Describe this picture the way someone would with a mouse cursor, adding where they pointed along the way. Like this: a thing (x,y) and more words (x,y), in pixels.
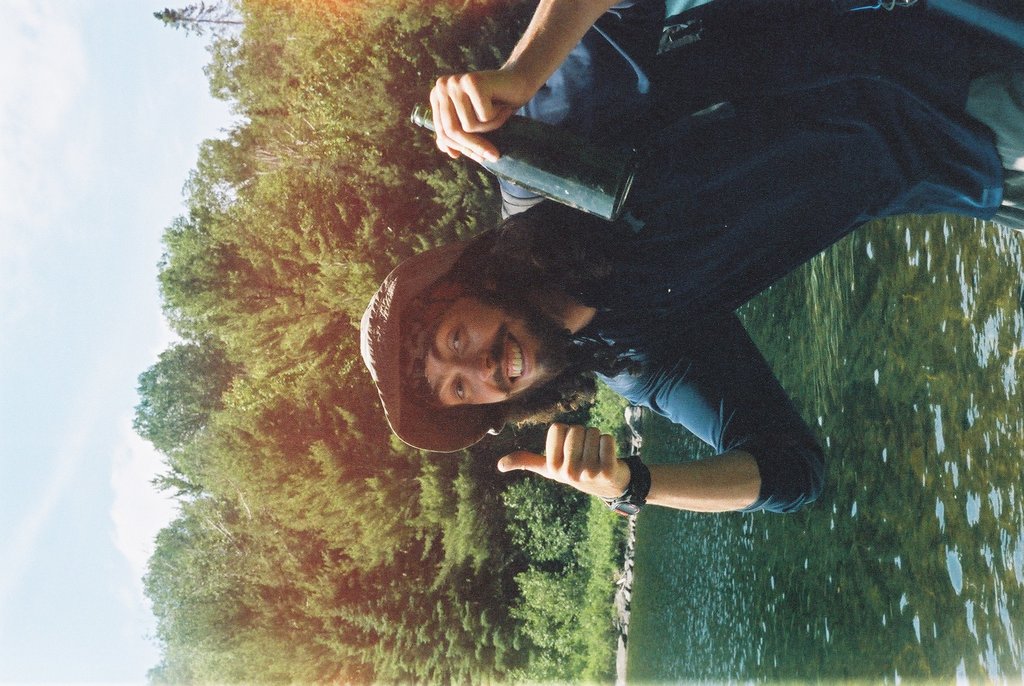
In this picture I can see a man (756,464) holding the bottle (591,154) with his hand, on the right side (909,509) there is water (892,570), in the middle (351,345) there are trees (348,326). On the left side (132,254) I can see the sky (105,342).
